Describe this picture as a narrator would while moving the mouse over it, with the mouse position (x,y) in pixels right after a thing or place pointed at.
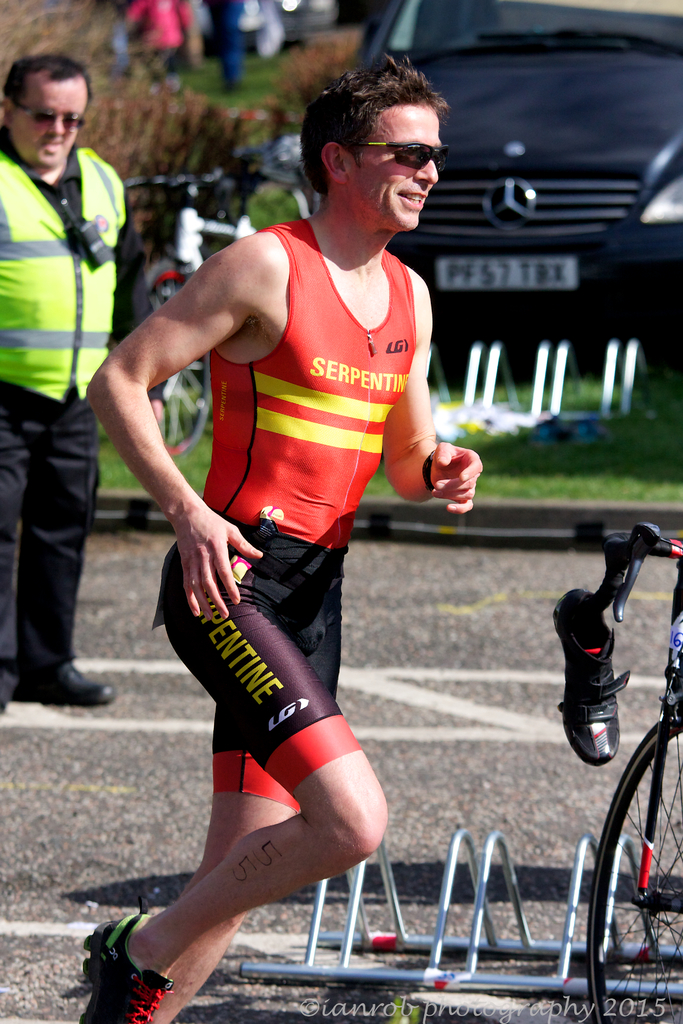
In this image, we can see a person (324,391) wearing clothes (339,339) and running on the road (247,948). There is an another person (67,383) on the left side of the image (67,367) standing and wearing clothes (53,397). There is a shoe (574,670) hanging on the cycle handle (631,549) which is in bottom right of the image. There is a car (577,237) in the top right of the image (609,128).
